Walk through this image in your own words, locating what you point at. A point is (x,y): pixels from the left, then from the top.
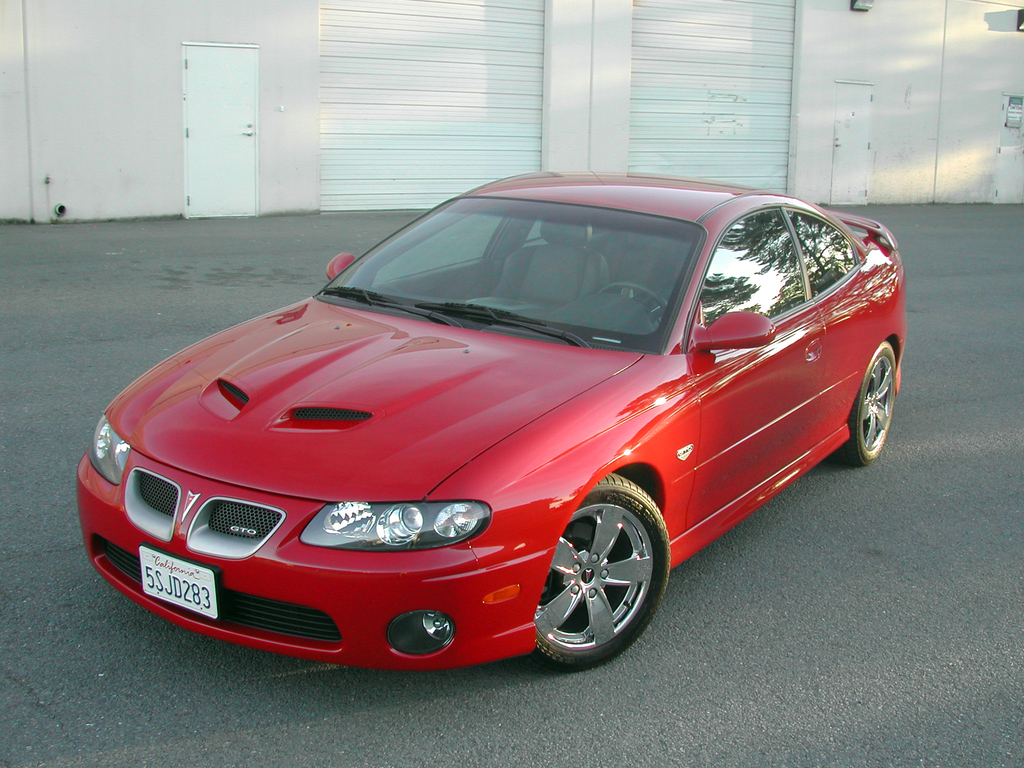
In this image, we can see a red colored car (574,399). We can also see the ground (827,493). We can see the wall (310,48) with some objects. We can also see some shutters (522,93) and doors (217,111).
